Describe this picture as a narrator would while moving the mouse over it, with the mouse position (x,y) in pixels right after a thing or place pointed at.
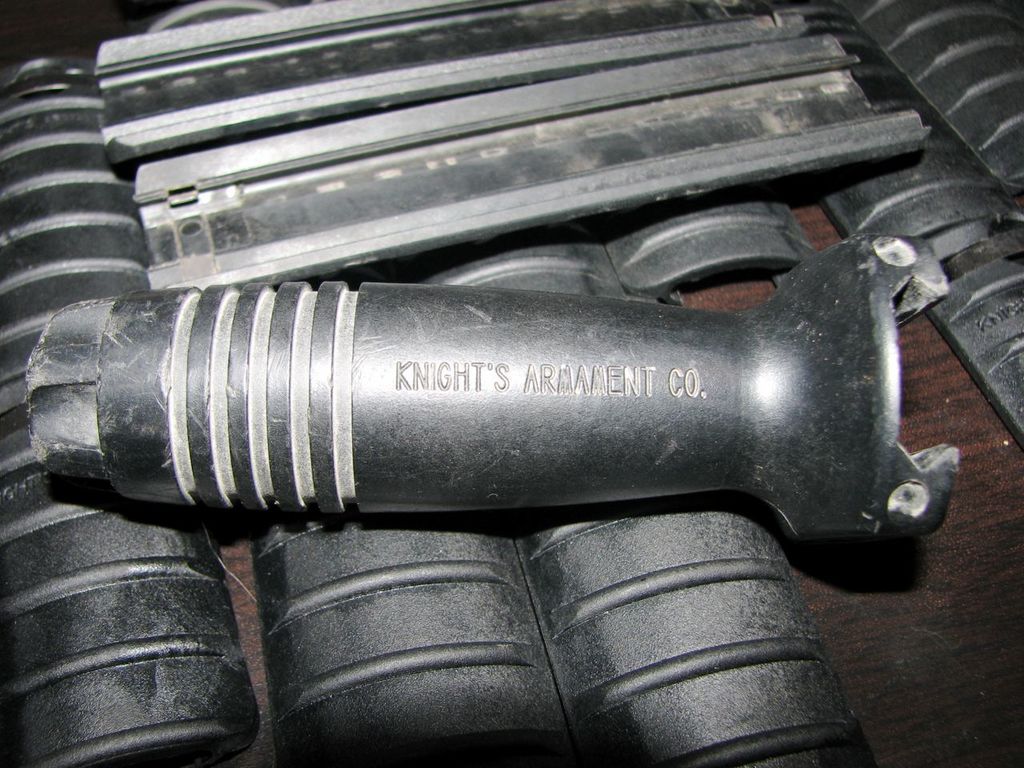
At the bottom of the image (935,625) we can see a table (1022,514), on the table (14,39) we can see some metal objects (386,122).
